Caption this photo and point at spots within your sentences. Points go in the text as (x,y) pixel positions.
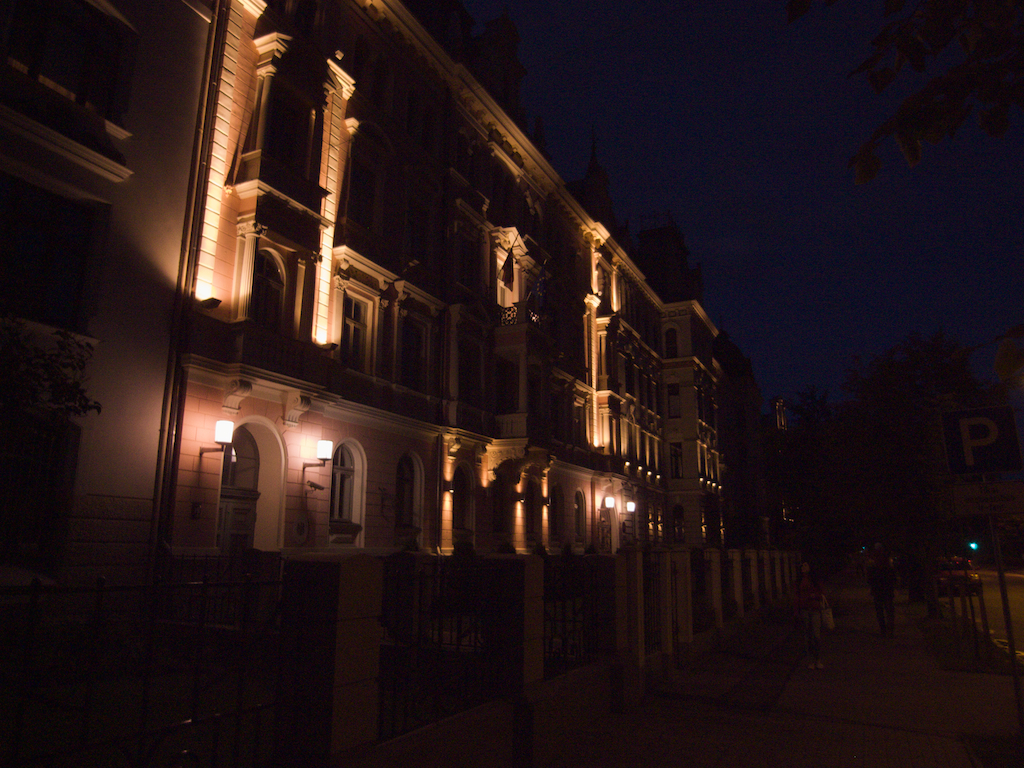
On the left side of the image (339,401) there are buildings (633,497) and we can see lights (610,499) placed on the wall (190,486). In the center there are people (871,563) walking on the sidewalk (872,663). On the right (1002,514) there is a sign board (994,459). In the background (899,444) there are trees (880,378) and sky (833,206).
